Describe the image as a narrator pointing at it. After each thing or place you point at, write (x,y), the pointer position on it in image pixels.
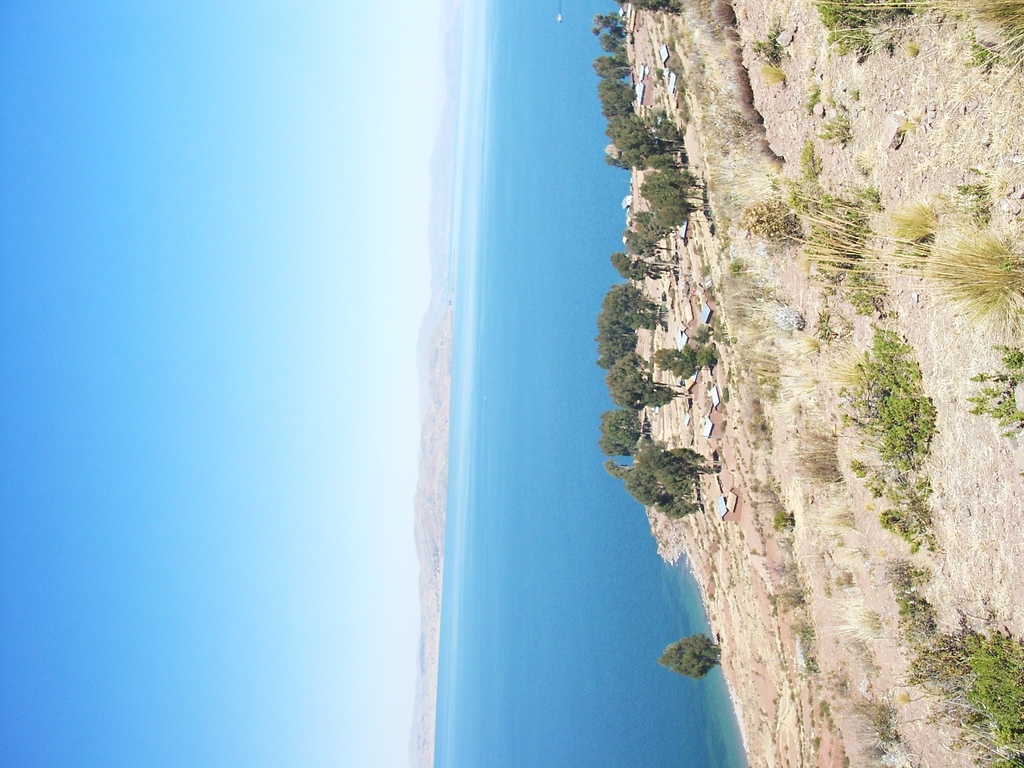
On the right side (860,44) I can see some, plants (871,206), grasses (853,231), and trees (647,144) on the ground (732,229) and in the middle (528,387) I can see the water (473,64) and on the left side (327,520) I can see the sky (161,318).
